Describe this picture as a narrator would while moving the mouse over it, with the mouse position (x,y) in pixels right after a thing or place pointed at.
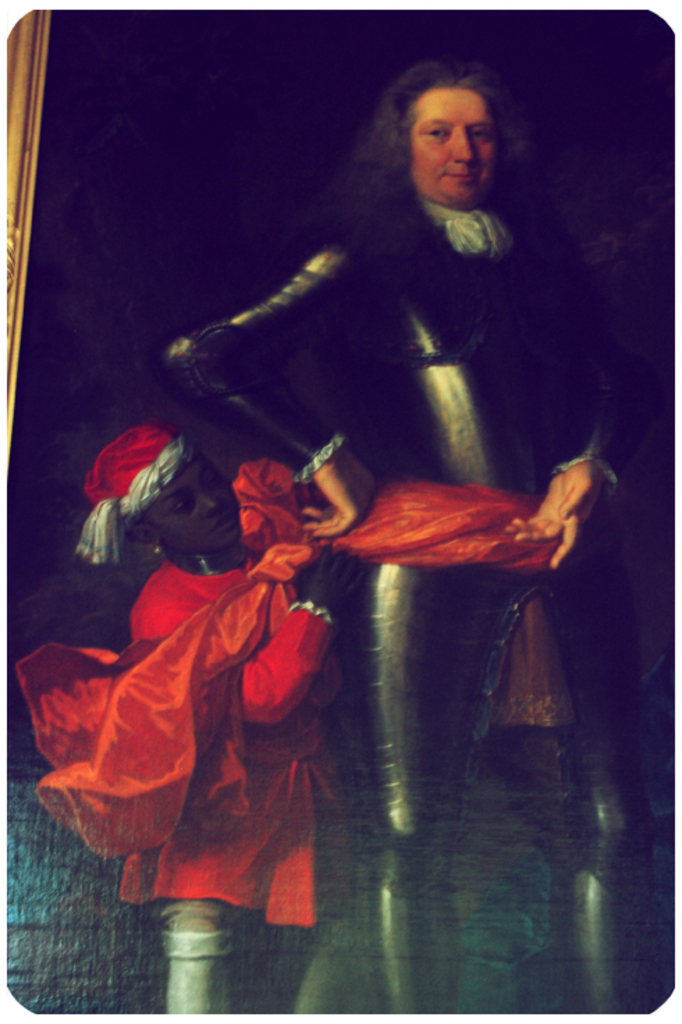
In this image I can see the painting (510,403) of a person (491,344) wearing black color dress (517,339) is standing and another person (227,575) wearing orange and white colored dress (184,699). I can see the black colored background (129,156).
